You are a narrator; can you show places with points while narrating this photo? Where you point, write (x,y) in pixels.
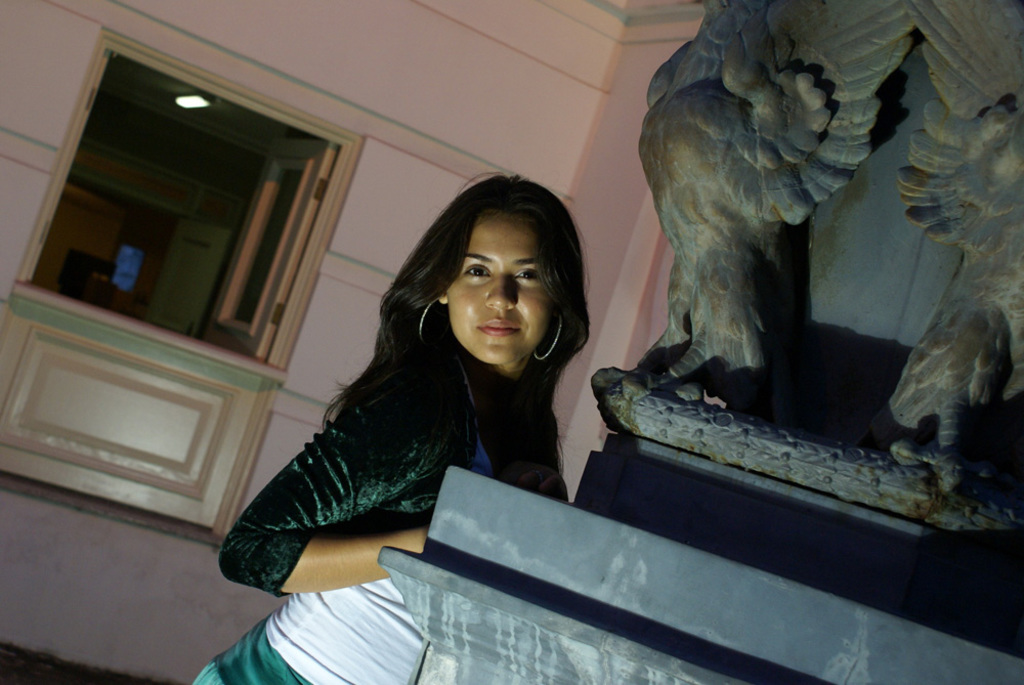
In this image, we can see a woman (329,499) standing and there is a sculpture (713,265) carved on the stone (883,552), in the background (44,123) we can see a wall (44,123) and there is a window (267,283).
